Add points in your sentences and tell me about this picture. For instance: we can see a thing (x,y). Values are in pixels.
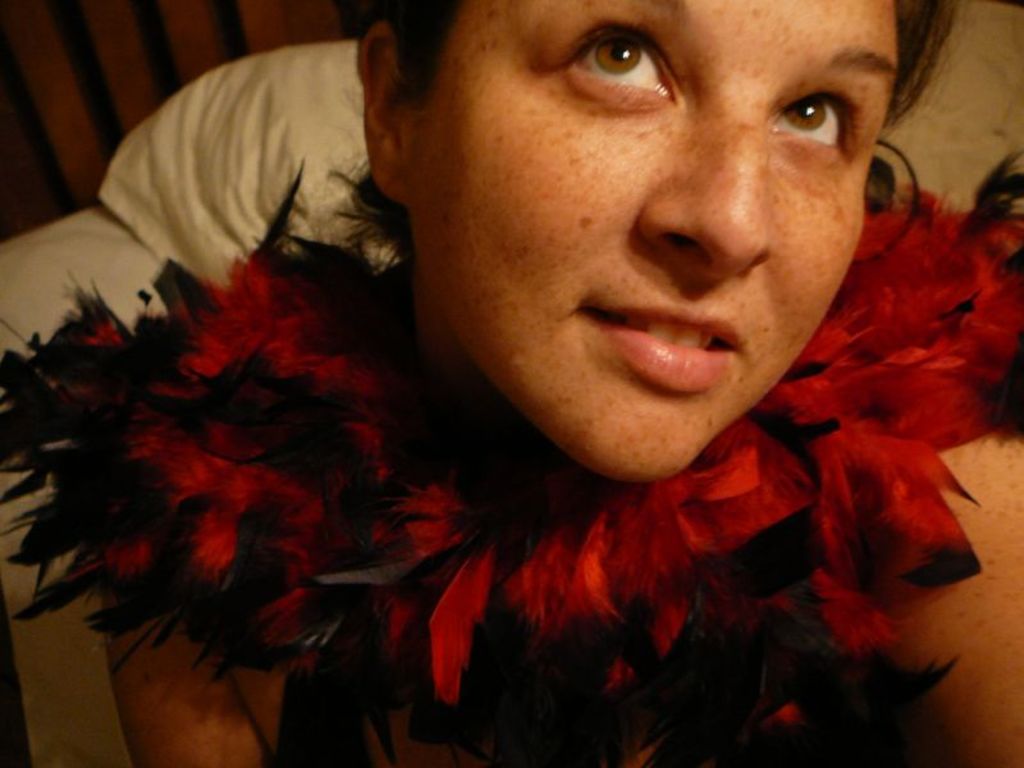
In this picture there is a woman (511,324) and there is a red color object (575,521) on her neck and there are some other objects (201,155) in the background (181,131).
